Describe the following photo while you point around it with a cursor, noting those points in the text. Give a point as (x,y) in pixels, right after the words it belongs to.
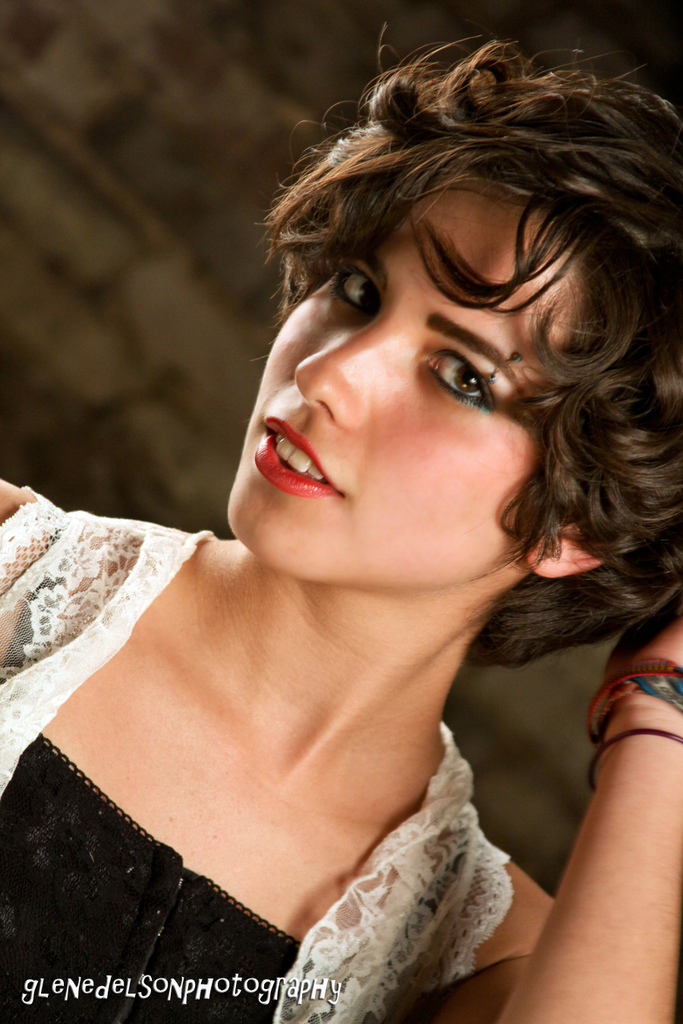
In this image there is a woman (249,665), at the bottom of the image (139,975) there is some text (27,1000).
